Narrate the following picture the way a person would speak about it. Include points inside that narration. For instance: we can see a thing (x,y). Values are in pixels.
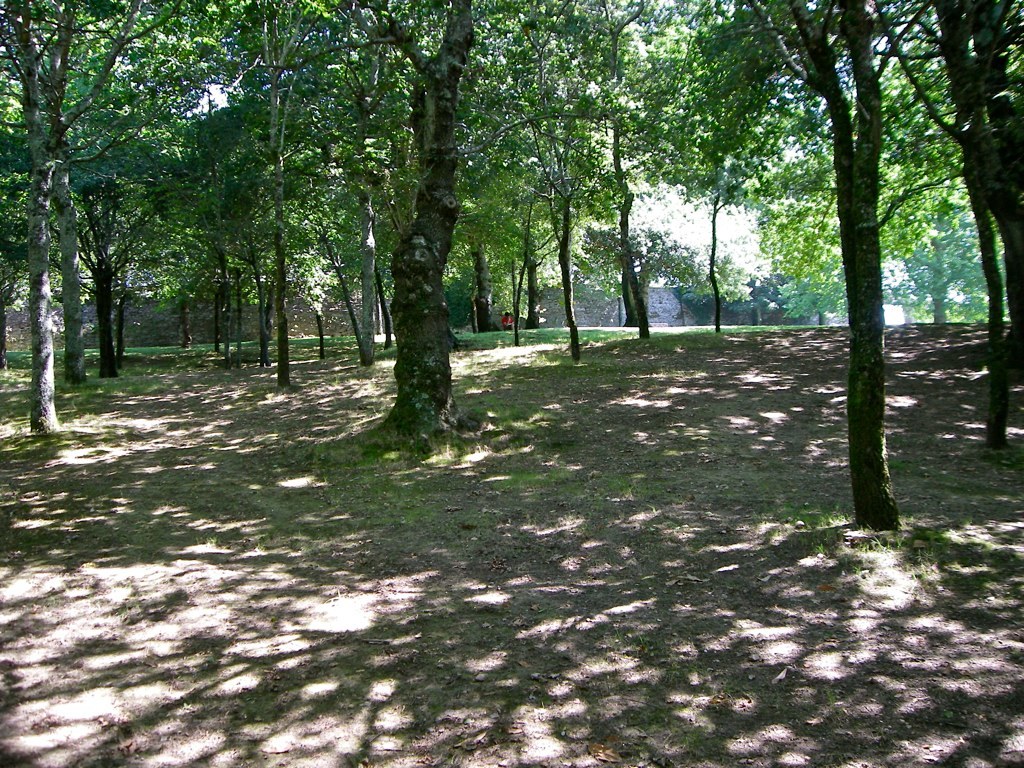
In this picture I can see many trees (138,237), plants (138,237) and grass (560,428). In the back (505,318) there is a person (504,319) who is standing near to the wall (271,321). In the background (709,224) I can see the sky (722,218).
